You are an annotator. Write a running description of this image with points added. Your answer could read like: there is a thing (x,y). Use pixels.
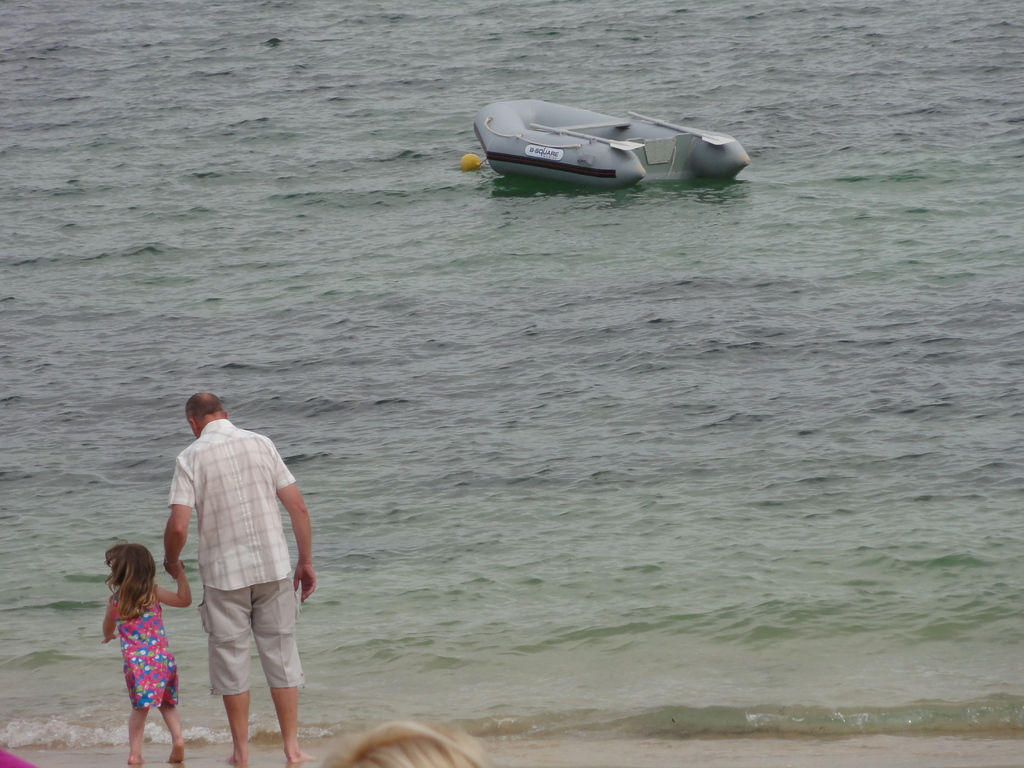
In this image there are two persons (184,457) standing on the seashore (103,743), and at the background (588,176) there is a inflatable boat (601,169) with paddles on the water (399,224).
